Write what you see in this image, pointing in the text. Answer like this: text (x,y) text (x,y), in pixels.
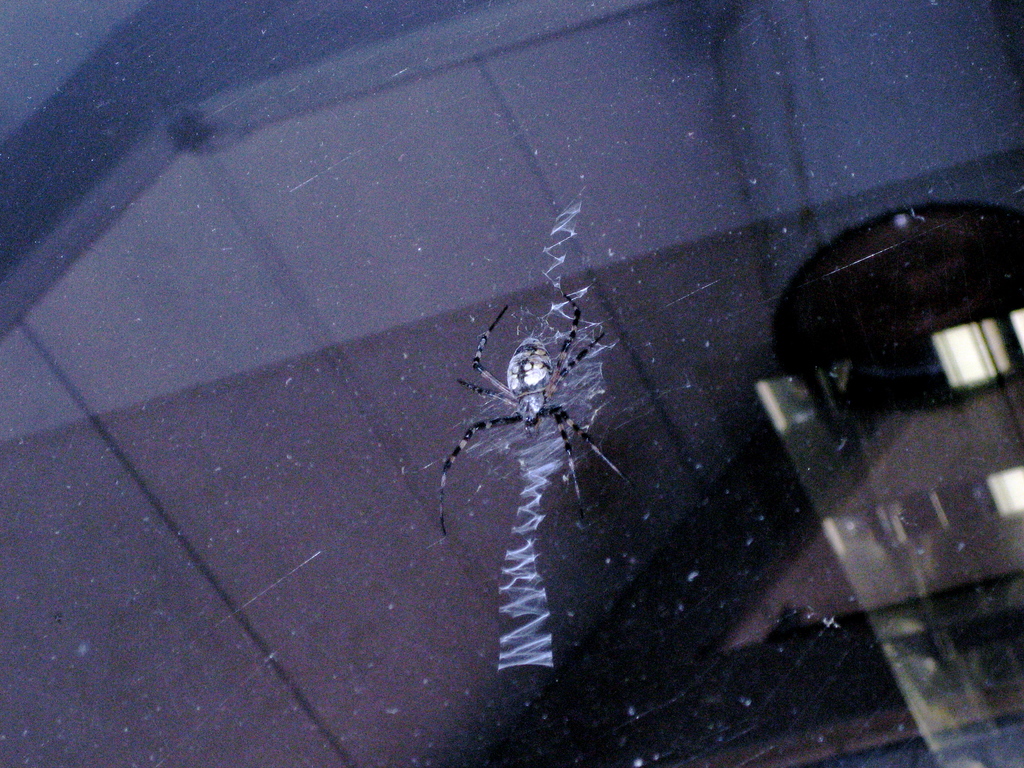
In this images I can see a spider (538,385) on a glass (402,321).
